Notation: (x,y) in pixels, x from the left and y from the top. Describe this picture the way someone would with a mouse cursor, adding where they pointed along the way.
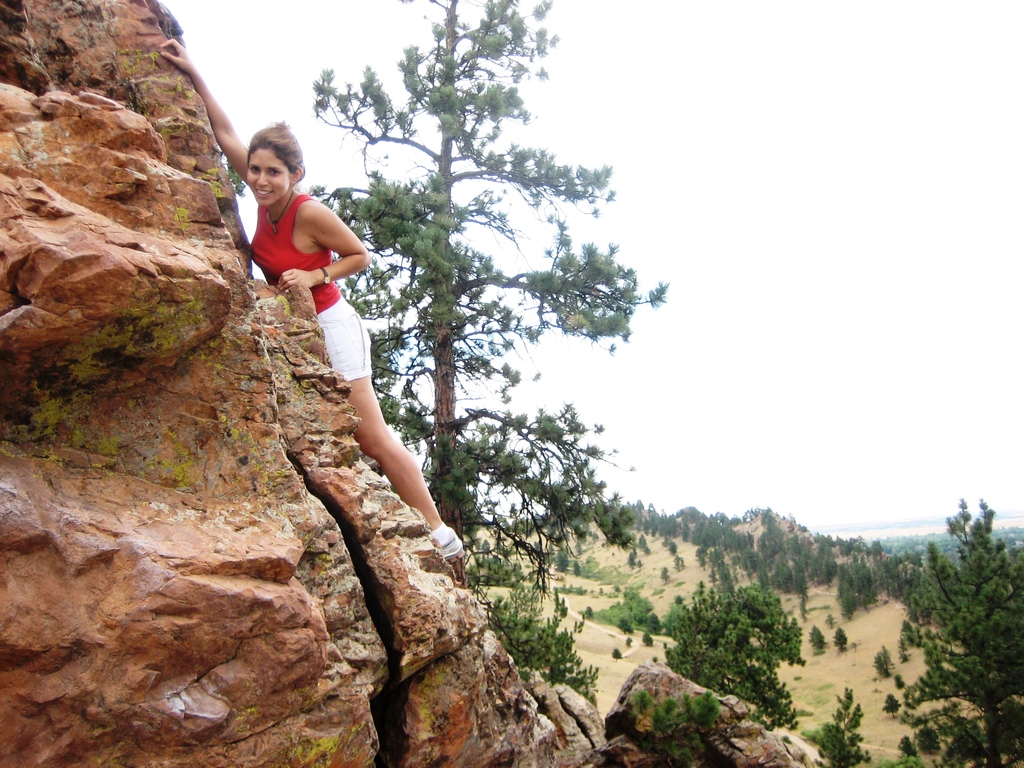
In the background (913,543) we can see sky (851,133) and trees (1014,667). On the left side of the picture (194,73) we can see a woman (291,218). It seems like she is climbing a mountain (135,616).
